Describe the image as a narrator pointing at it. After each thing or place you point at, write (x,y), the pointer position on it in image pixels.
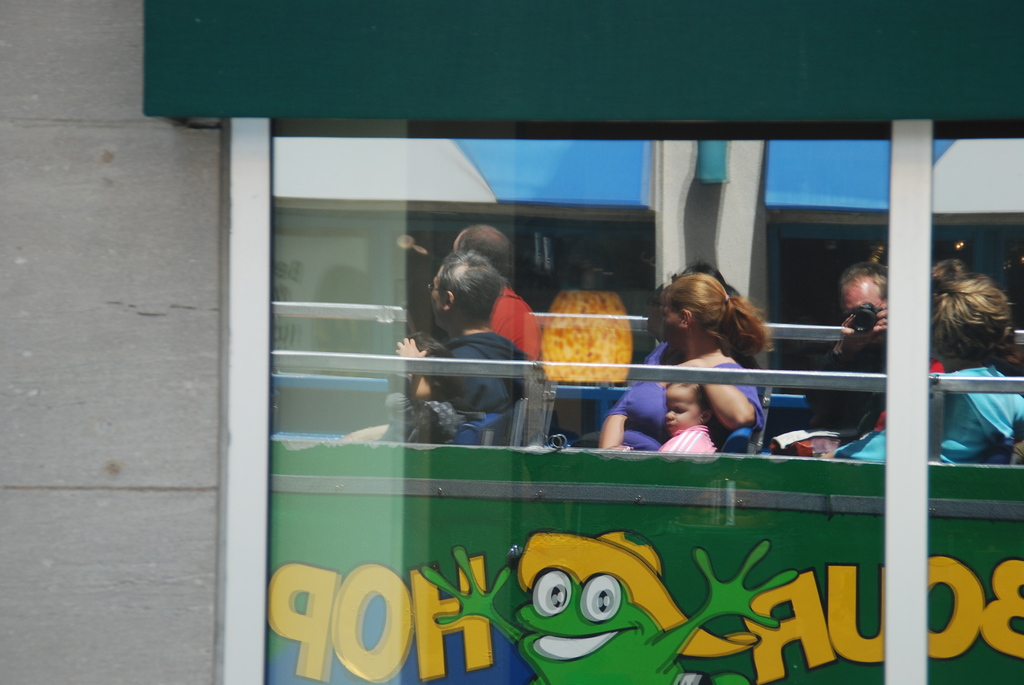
In this picture we can see the windows (513,227) of a building (134,247) and grey wall (58,41). In the window (520,375) we can see the reflection (398,625) of a bus (567,421), on the bus (553,366) there are people (707,351) sitting in seats (485,430).
